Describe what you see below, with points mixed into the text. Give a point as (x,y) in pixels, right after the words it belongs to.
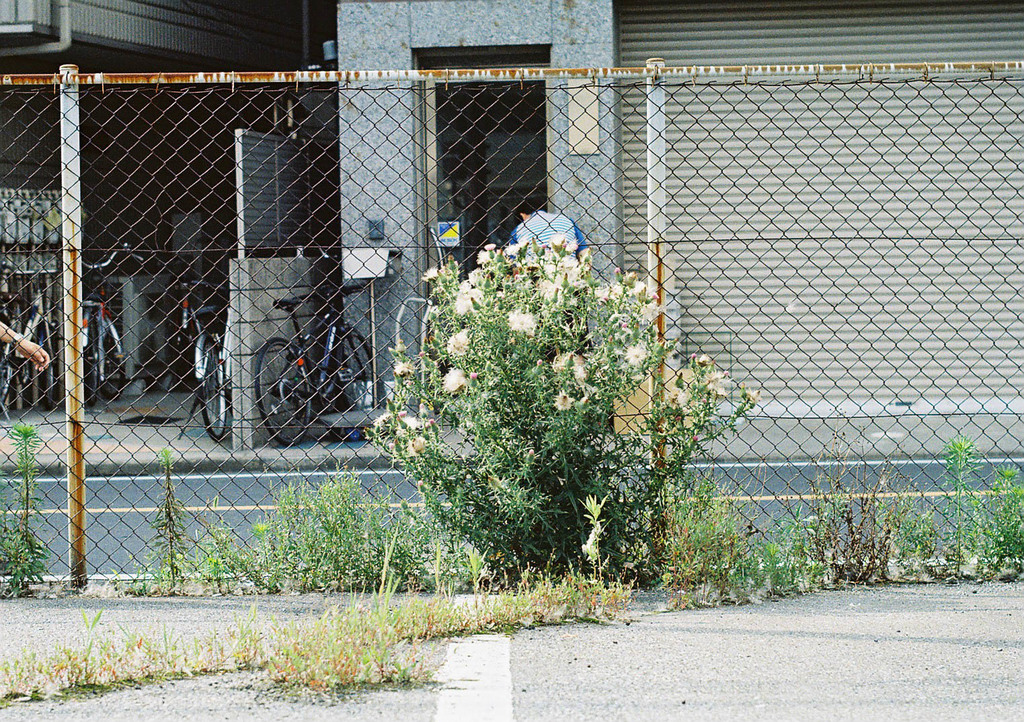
In this picture we can see some plants (418,539) and flowers (562,260) in the front (661,486), there is fencing (817,327) in the middle (681,261), in the background (291,11) there are buildings (297,13), bicycles (211,343), a person (555,227) and a shutter (770,210).
